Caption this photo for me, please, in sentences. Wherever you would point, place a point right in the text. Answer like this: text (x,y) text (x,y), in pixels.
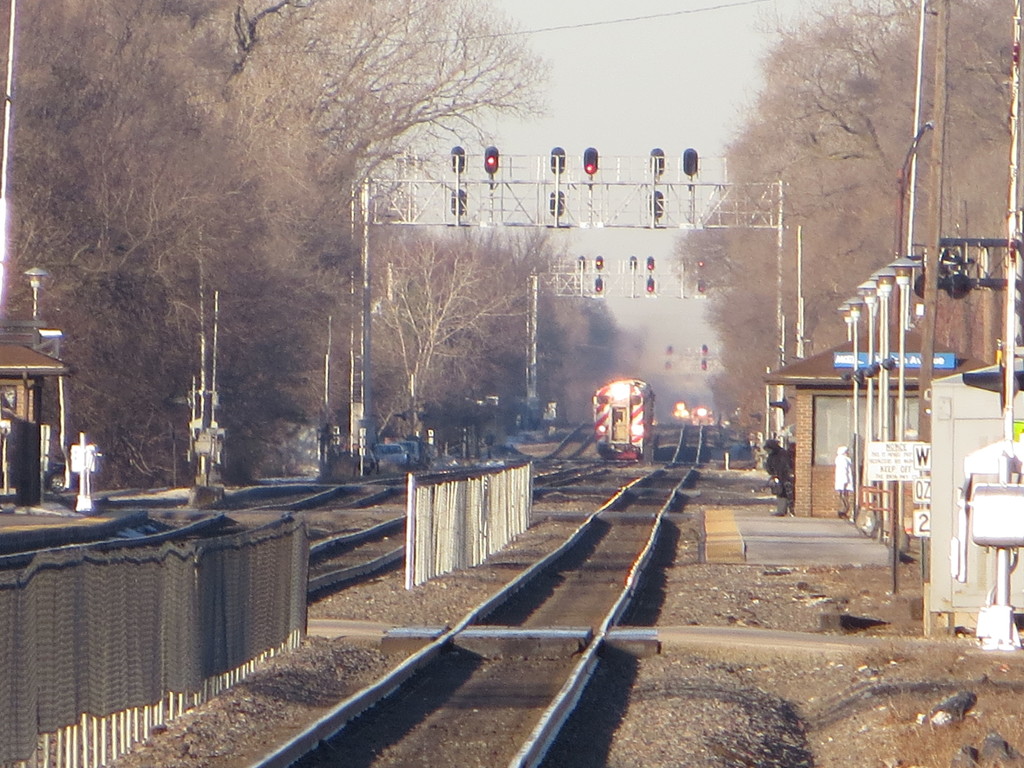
In this picture I can see the railway tracks (580,559) and signal lights (558,211) in the middle (640,509), there are trees (576,408) on either side of this image. In the background (618,422) there is a train (641,410), at the top (674,75) there is the sky (667,77).
